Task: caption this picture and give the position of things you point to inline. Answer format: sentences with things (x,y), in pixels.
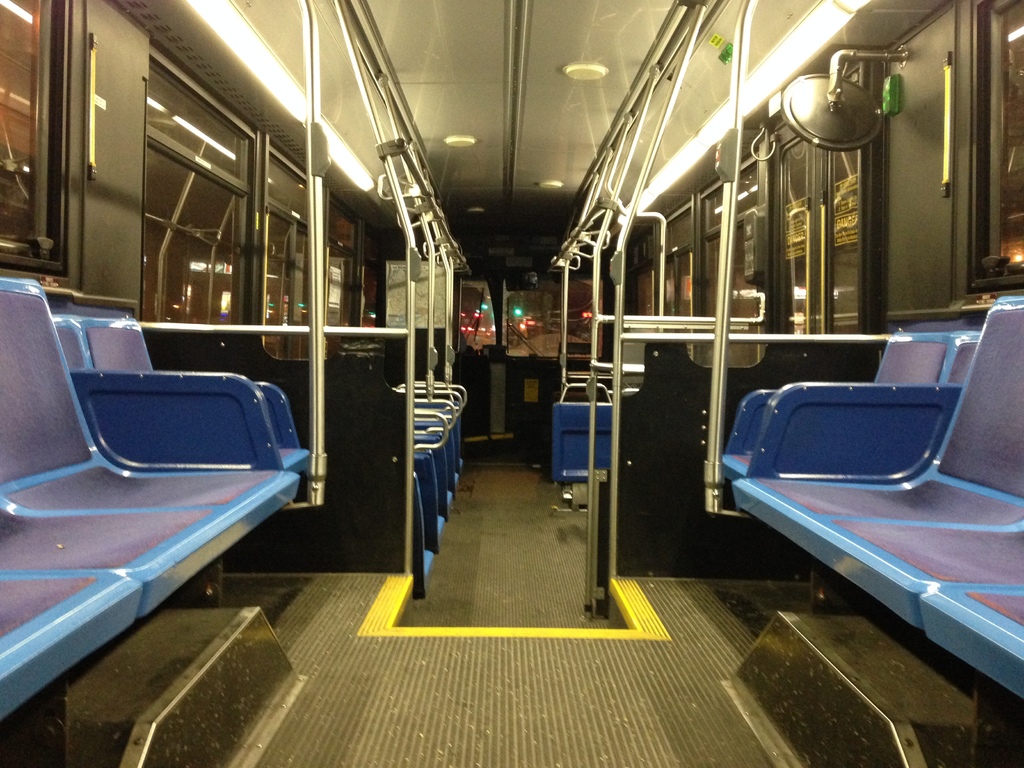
This is an inside view picture of a vehicle (436,473). In this picture we can see the seats (1012,408), lights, poles (719,394), and holders (432,221). In the background (533,324) through the glass (574,323) lights (478,311) are visible.
